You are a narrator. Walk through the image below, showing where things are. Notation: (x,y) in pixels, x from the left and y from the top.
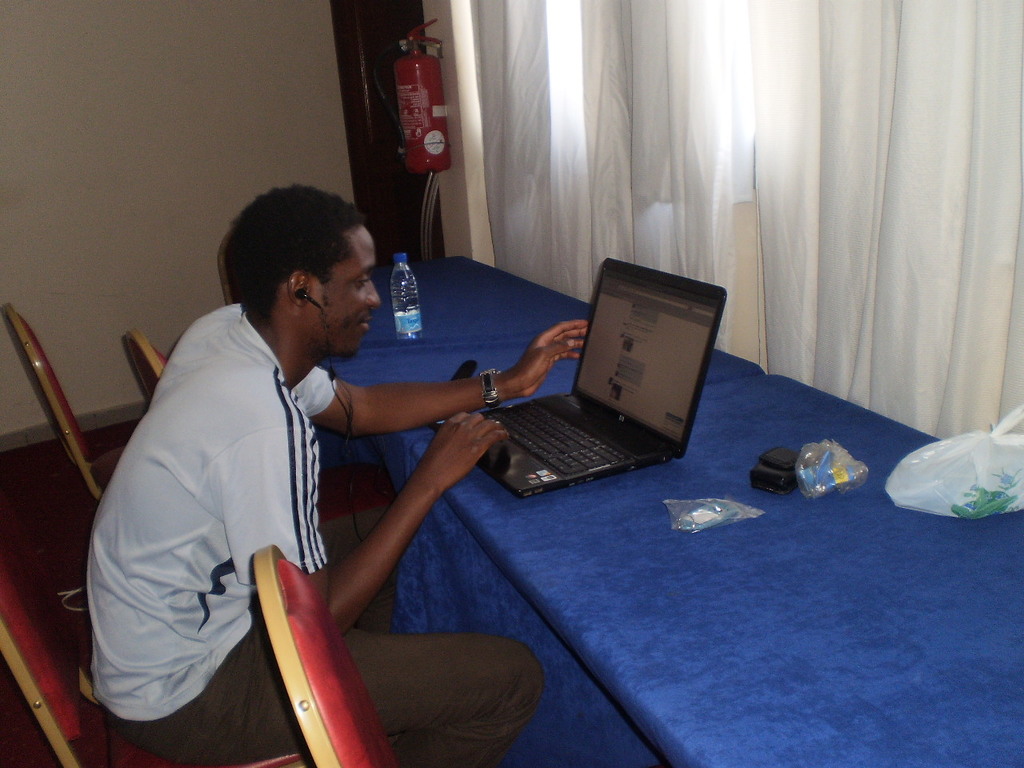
In this image we can see a man (254,684) sitting on the chair (293,621), before him there is a table (644,566) and we can see a laptop (586,386), bottle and some covers (836,490) placed on the table (550,664). In the background (733,340) there is a wall (225,162) and a curtain (625,181). We can see a fire extinguisher (416,127) placed on the wall (466,154). At the bottom (358,709) there are chairs (273,612).
